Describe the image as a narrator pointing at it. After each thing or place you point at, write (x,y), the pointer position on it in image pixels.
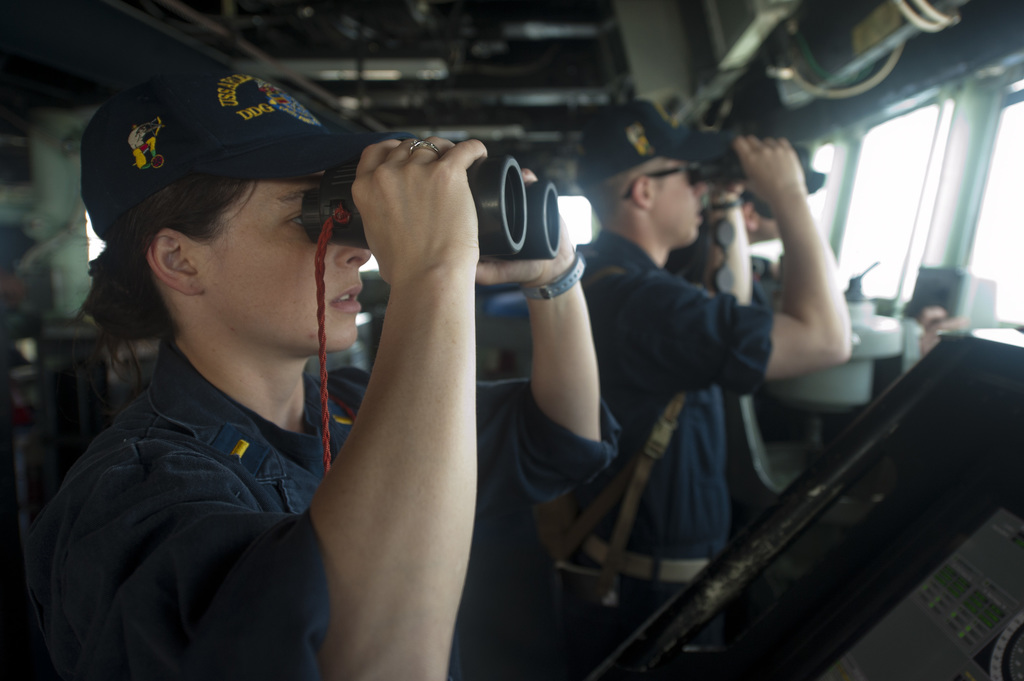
In this image we can see few people (552,422) standing inside the watercraft (563,104). There are few people (446,227) holding some objects (506,222) and wearing caps (321,158) in the image. We can see few objects (50,331) in the watercraft (846,504).
